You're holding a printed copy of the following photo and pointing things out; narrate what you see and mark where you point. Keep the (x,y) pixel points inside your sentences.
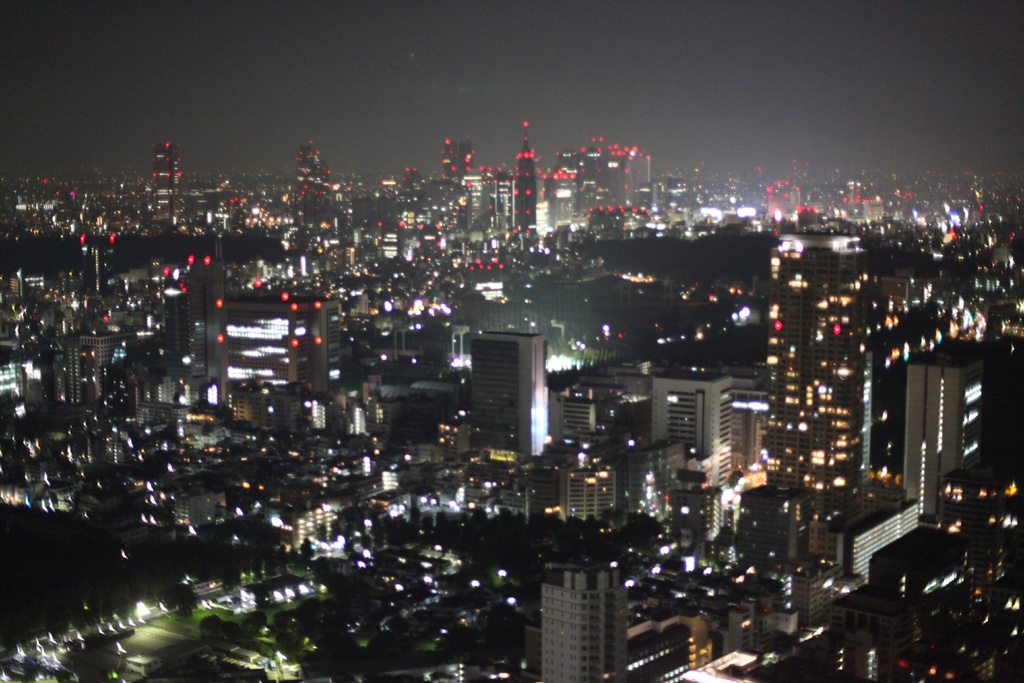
In this picture there are buildings (399,402) and lights (968,309) in the center of the image (480,284), it seems to be the picture is captured during night time.
